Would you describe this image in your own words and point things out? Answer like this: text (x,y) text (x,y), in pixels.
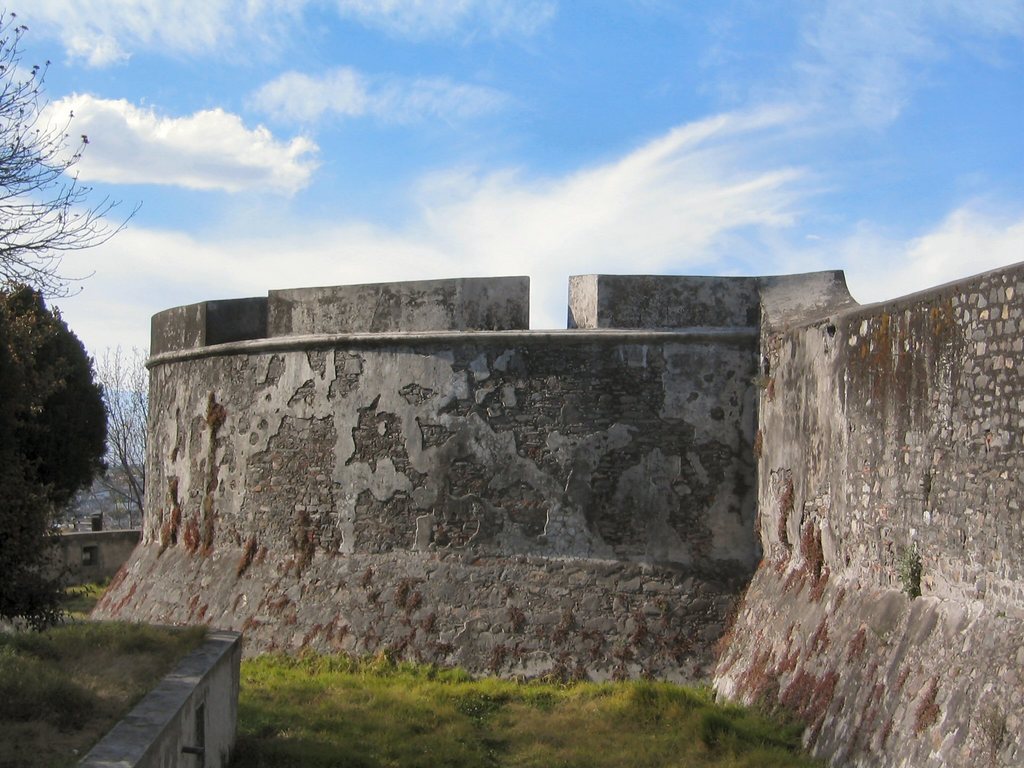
In this image we can see there is a rock wall (600,446), in front of the wall (554,520) there is a grass (367,666) on the surface (489,712) and there are some trees (59,193). In the background (428,197) there is a sky (838,168).
